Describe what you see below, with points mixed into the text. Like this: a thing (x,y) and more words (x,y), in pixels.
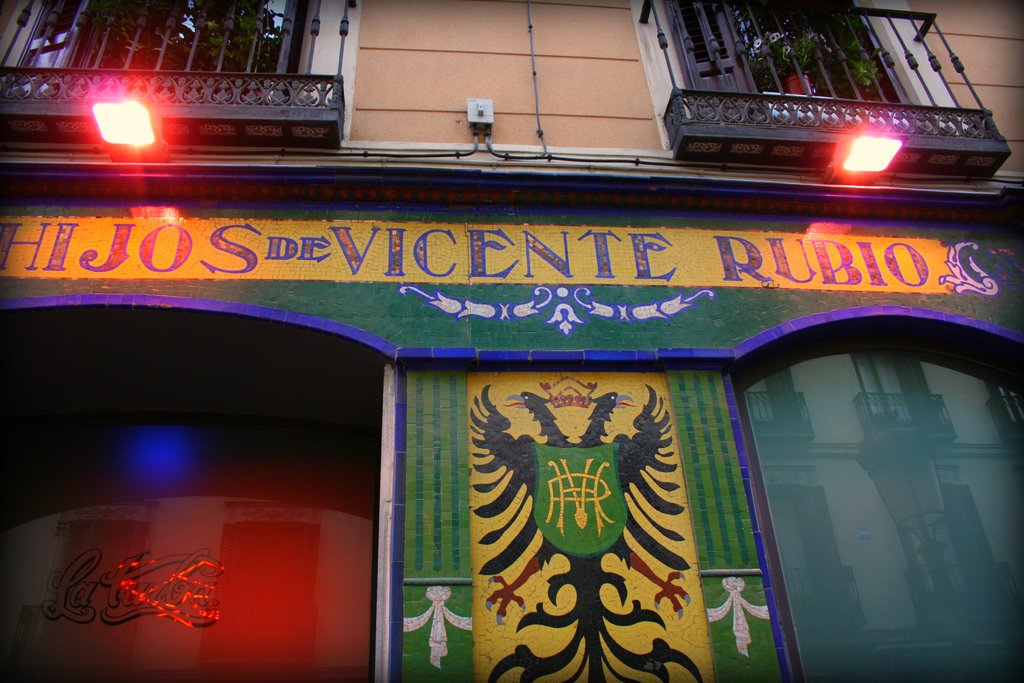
In this picture we can see a building (608,257), there are two lights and railings (777,87) at the top of the picture (947,53), there is some text (202,254) in the middle (380,248).
